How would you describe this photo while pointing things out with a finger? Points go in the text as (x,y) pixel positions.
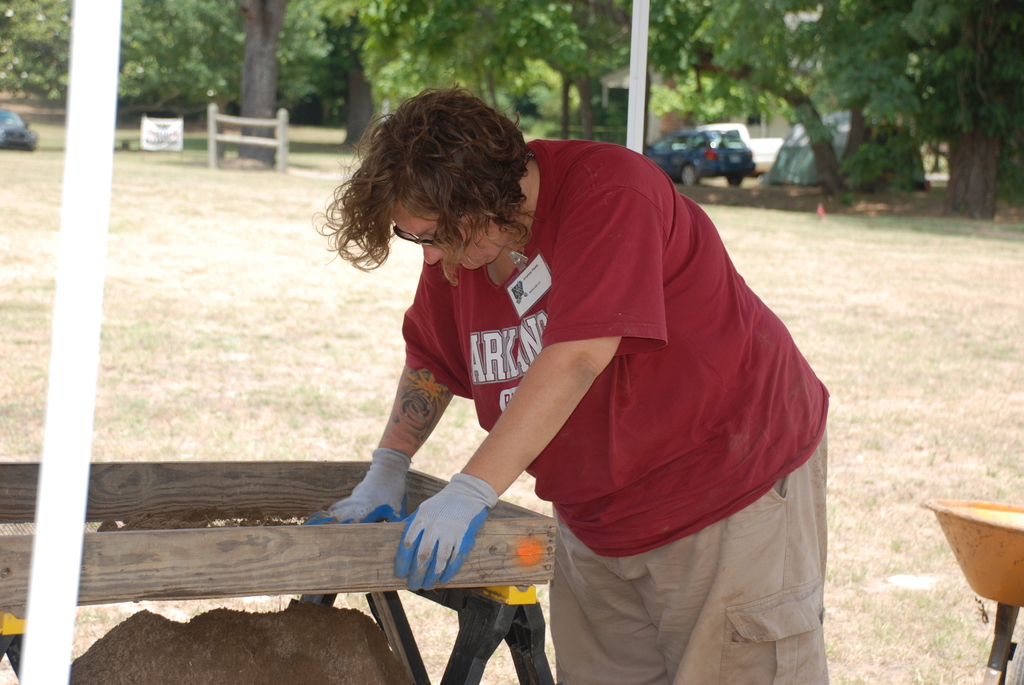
In this image we can see a woman (503,268) wearing glasses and also the hand gloves (395,473) and standing. We can also see an object (273,483) which is used for filtering the sand (232,656). Image also consists of poles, barrier (287,144), trees (738,109), cars (738,155), banner (174,142) with text (161,137) and also a yellow color object (984,538) on the right (988,578). In the background (333,280), we can see the grass (832,389).
